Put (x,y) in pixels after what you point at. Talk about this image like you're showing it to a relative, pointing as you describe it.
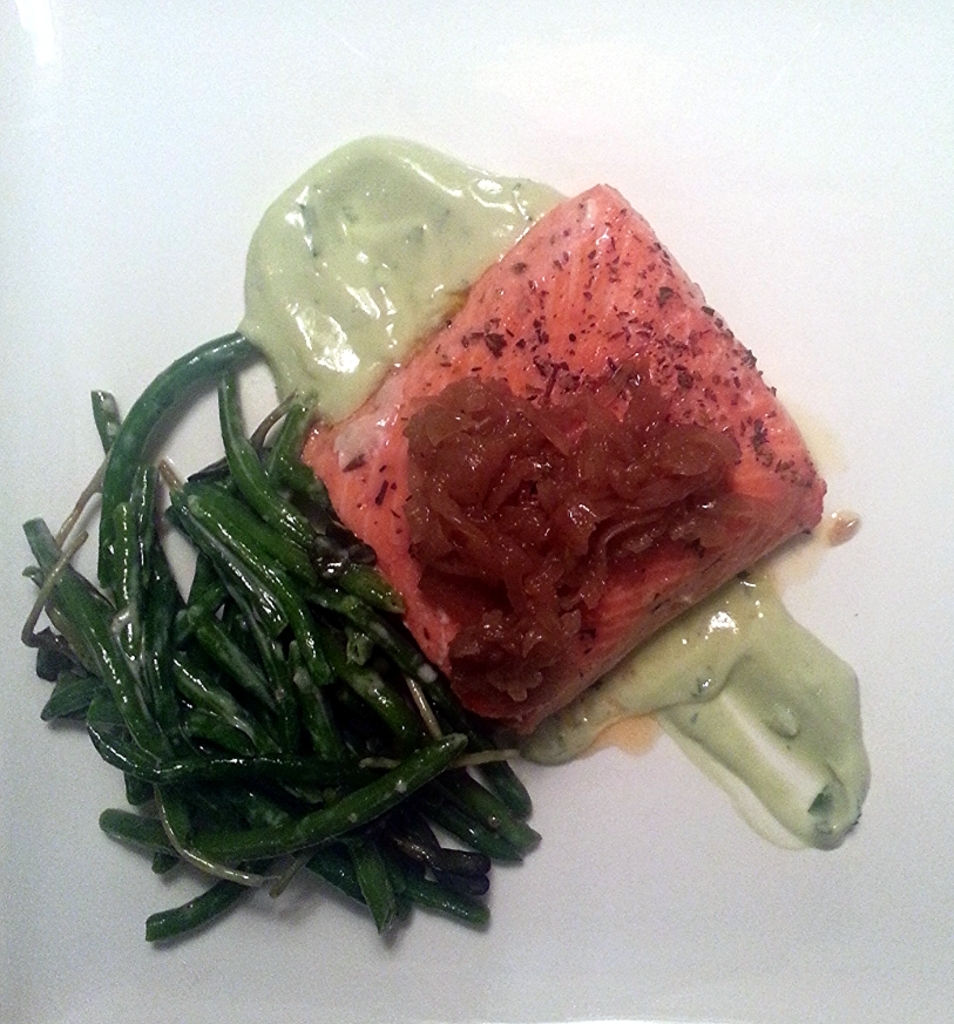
In the center of the image (471,423) some food item (487,539) is present.
